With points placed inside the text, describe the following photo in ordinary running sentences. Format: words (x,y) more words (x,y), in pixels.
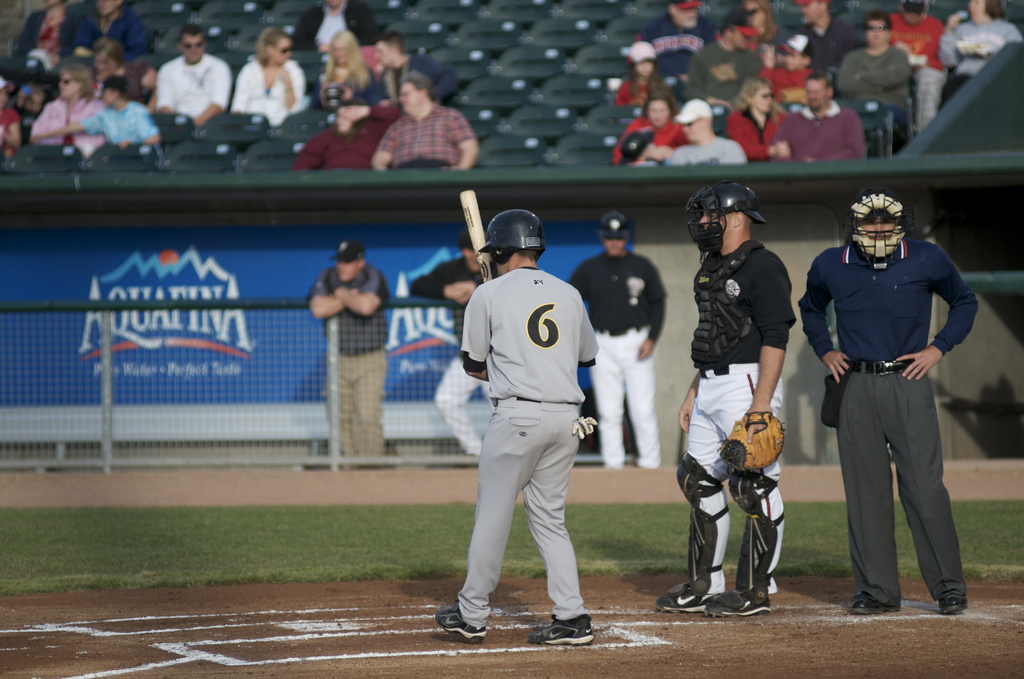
In this picture we can see three people (516,451) standing on the ground (378,541), they are wearing helmets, one person (485,474) is holding a bat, another person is wearing a glove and in the background (591,460) we can see a fence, advertisement board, wall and a group of people (602,305), some people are sitting on seats (608,47), some people (639,267) are standing.
